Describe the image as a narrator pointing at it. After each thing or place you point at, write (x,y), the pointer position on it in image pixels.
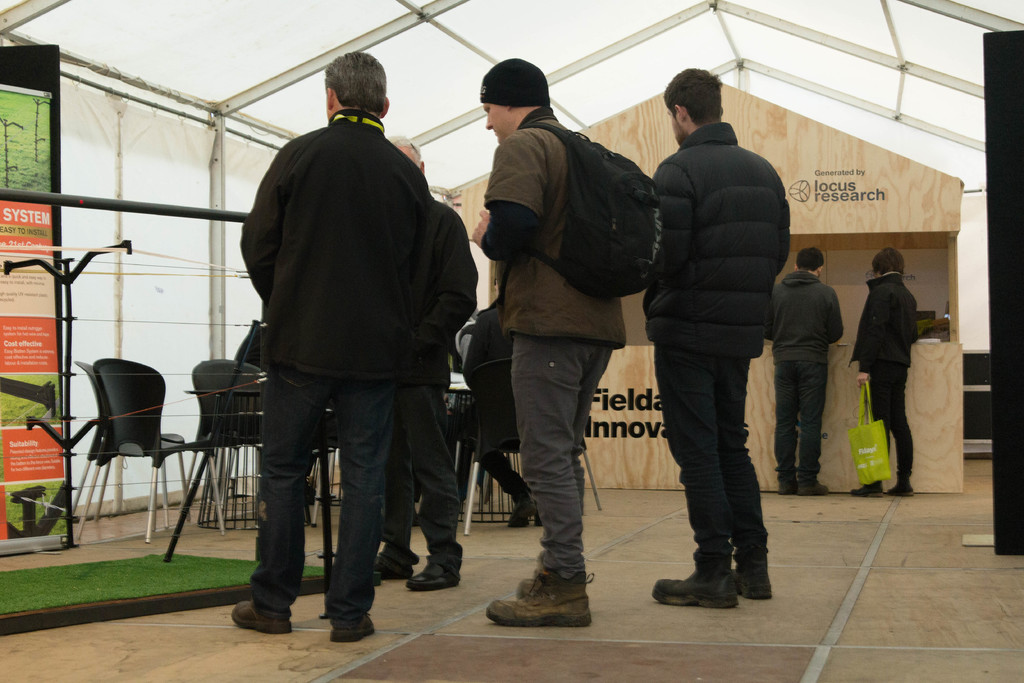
In this image we can see these people (730,308) wearing jackets (391,254) and shoes (713,560) are standing on the wooden floor (694,652). Here we can see the mat (197,579), banners (47,465), fence (50,437), chairs (101,408) and table (237,419), two persons (816,352) standing near the wooden desk (831,414) on which we can see some text (638,409). In the background (937,105), we can see the tent (158,155).
